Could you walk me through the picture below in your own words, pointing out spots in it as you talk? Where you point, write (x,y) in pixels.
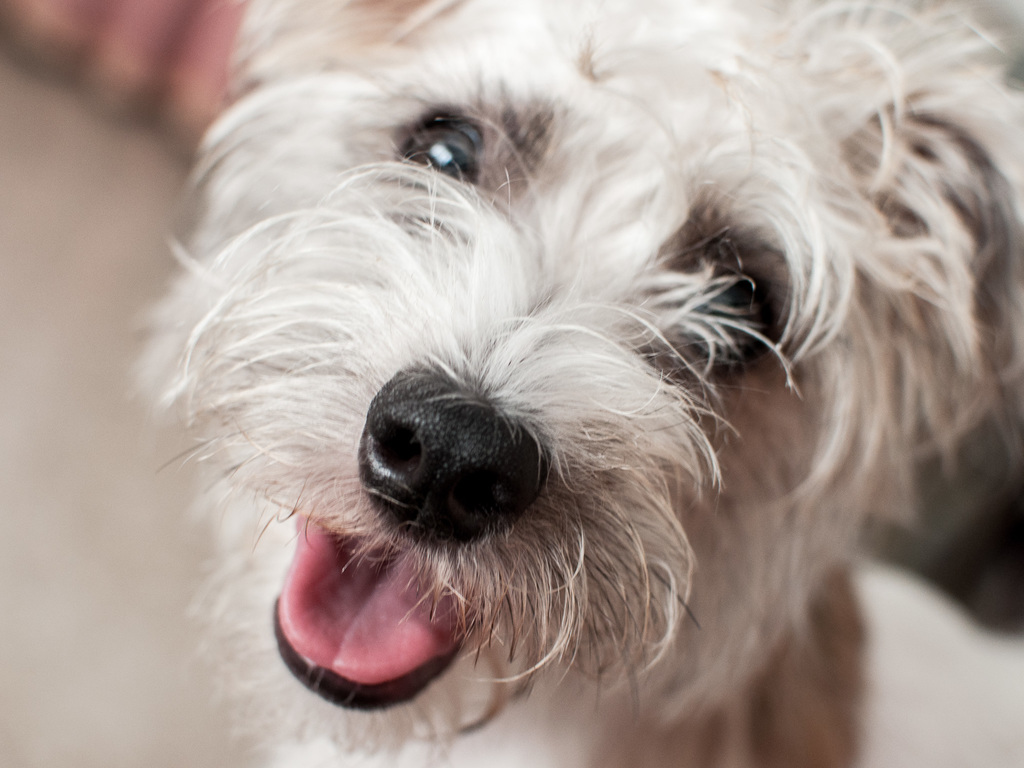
In this image we can see a dog (588,478). In the background (971,636) it is blur.
